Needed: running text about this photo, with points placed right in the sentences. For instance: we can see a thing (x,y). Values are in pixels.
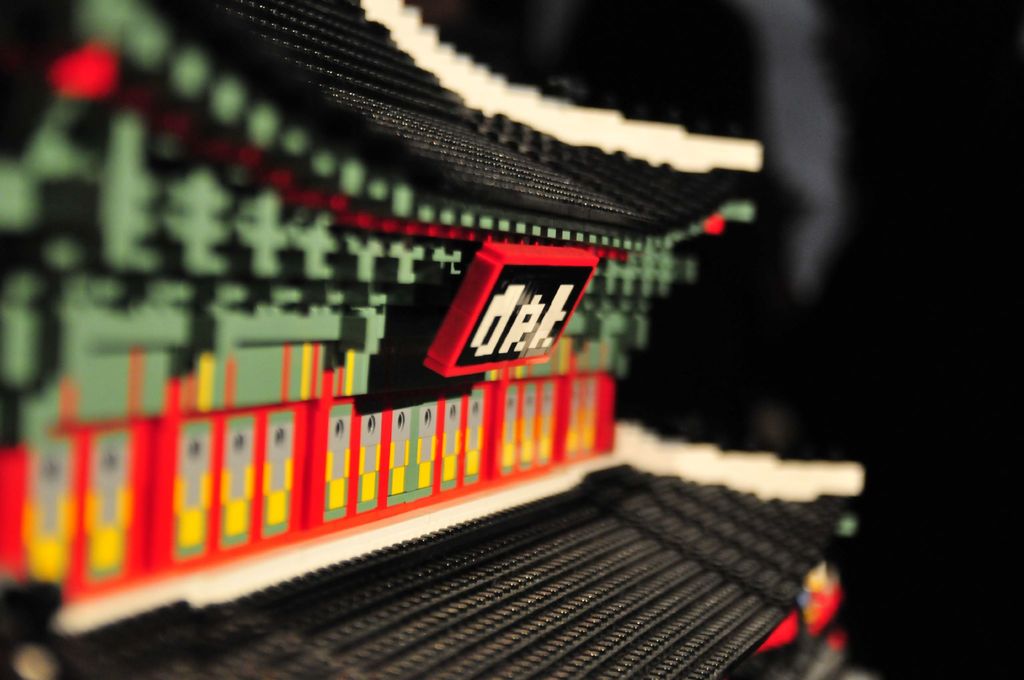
In this picture we can see building blocks (393,157) and in the background (887,156) it is dark.
